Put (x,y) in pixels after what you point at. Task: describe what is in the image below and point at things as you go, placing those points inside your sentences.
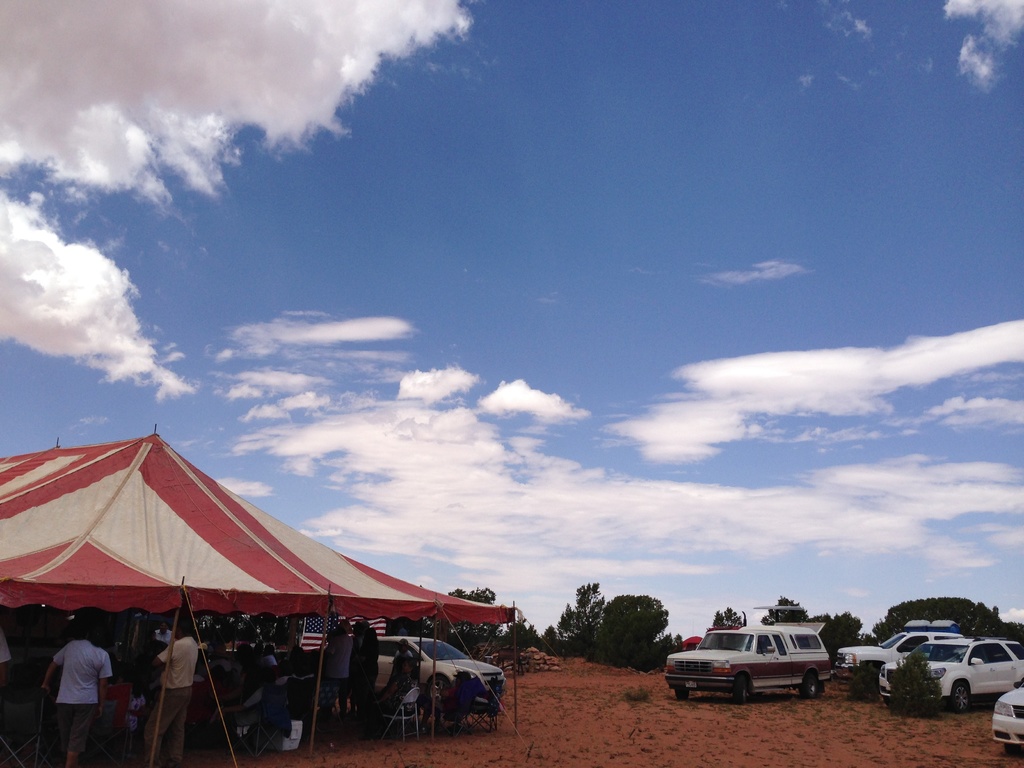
In this image there is a tent (170,532) on the left side (124,552) bottom. Under the tent (121,576) there are so many people (183,664) who are sitting. On the right side (760,651) there are few cars (813,694) parked on the ground (788,694). At the top (595,207) there is the sky (582,300). In the background (620,618) there are trees (602,616).
